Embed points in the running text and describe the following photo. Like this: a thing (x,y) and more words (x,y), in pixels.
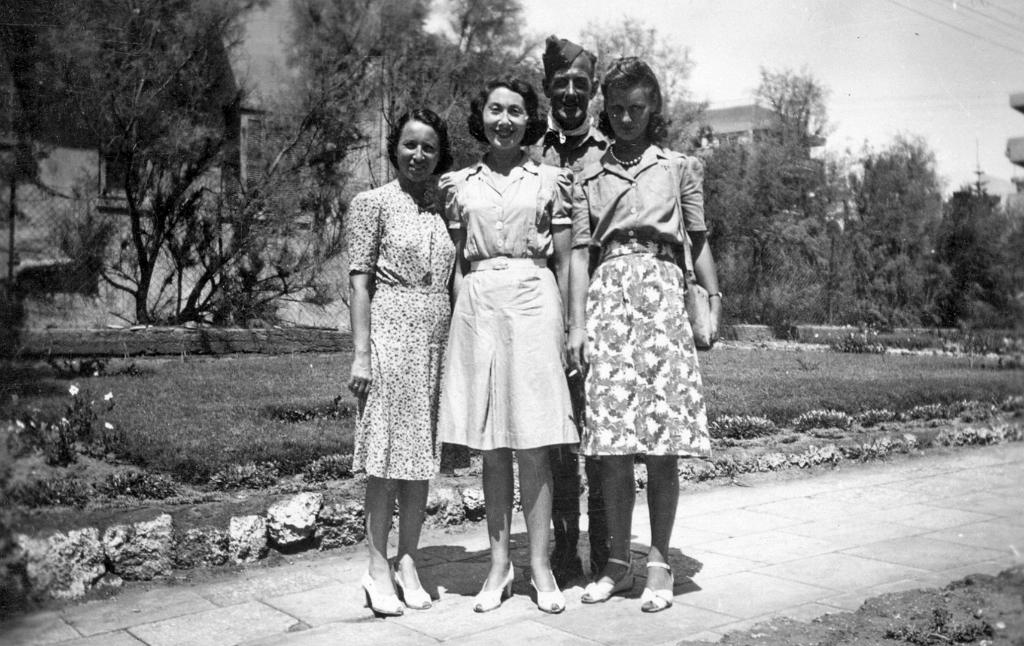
This is a black and white image. Here I can see three women (617,208), a man (585,162) standing on the road (473,623), smiling and giving pose for the picture In the background (741,362) there is grass (175,430) on the ground (156,454) and also I can see few trees (143,145) and buildings (285,47). At the top of the image (825,57) I can see the sky (809,52).
